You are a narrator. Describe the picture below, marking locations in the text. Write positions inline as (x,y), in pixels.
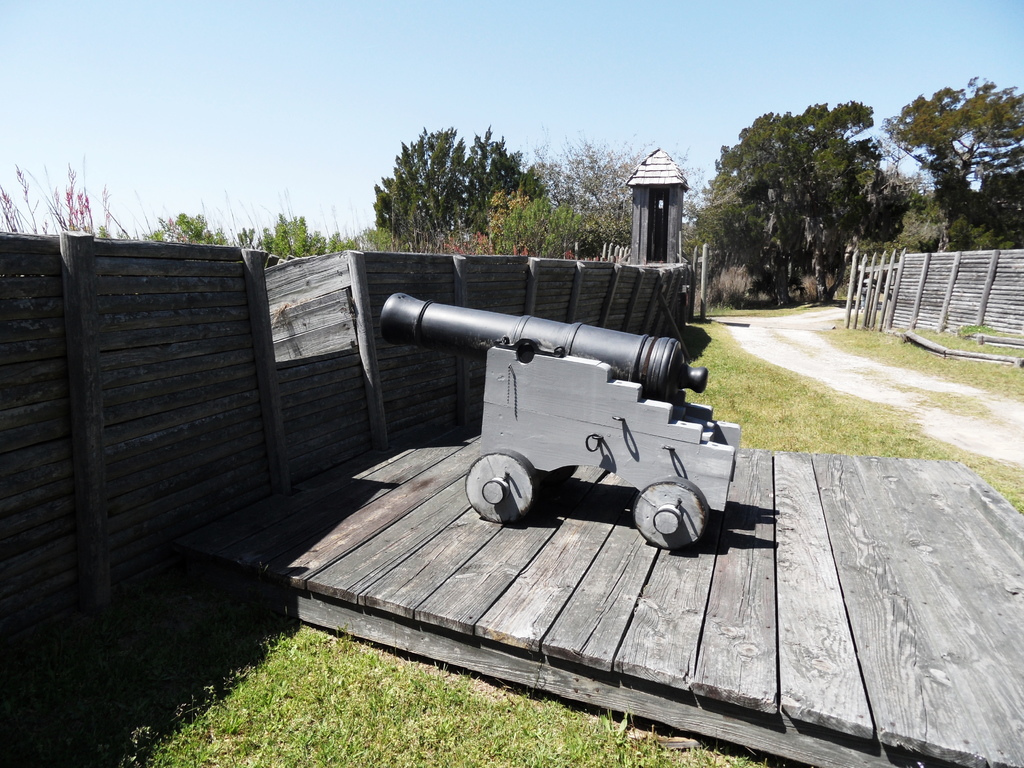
In the center of the image (638,352) there is a cannon (495,330). In the bottom of the image (366,728) there is grass (366,728). In the background of the image (755,204) there are trees (810,236).
